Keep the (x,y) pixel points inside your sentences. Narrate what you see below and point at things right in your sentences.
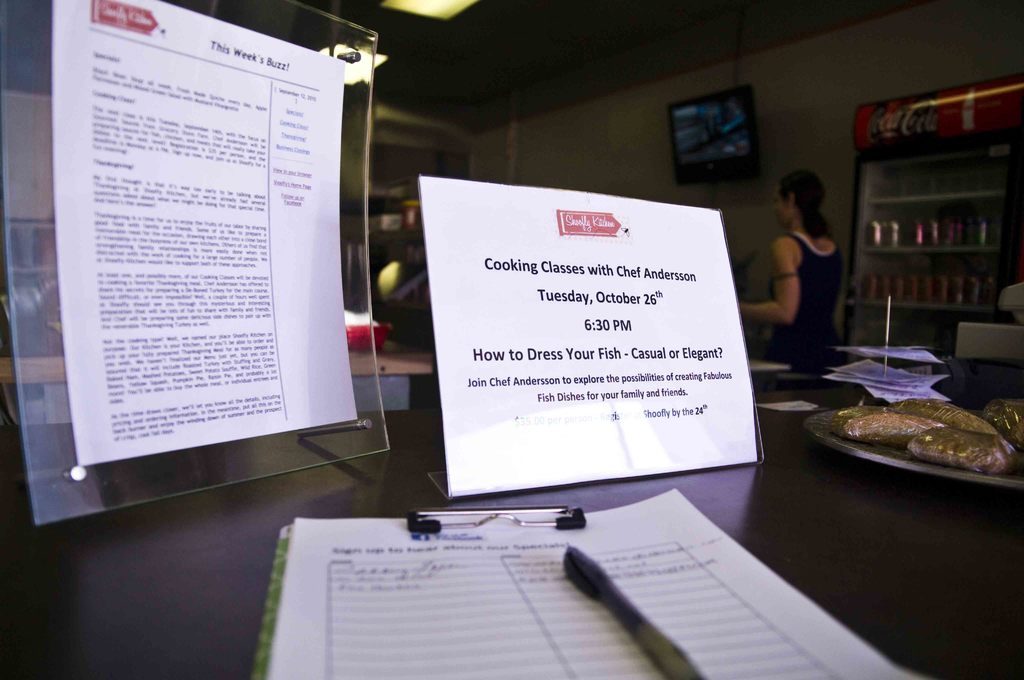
In this image there is a table (1010,606), on that table (832,404) there are papers (691,627), pen (591,574) and posters (317,196) on that posters (467,275) there is some text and a plate (893,458) in that plate (882,448) there is food item (920,419), in the background (807,328) there is a women (800,314) standing and there is a fridge (973,165), wall (895,66) for that wall (650,153) there is a tv (706,153).
